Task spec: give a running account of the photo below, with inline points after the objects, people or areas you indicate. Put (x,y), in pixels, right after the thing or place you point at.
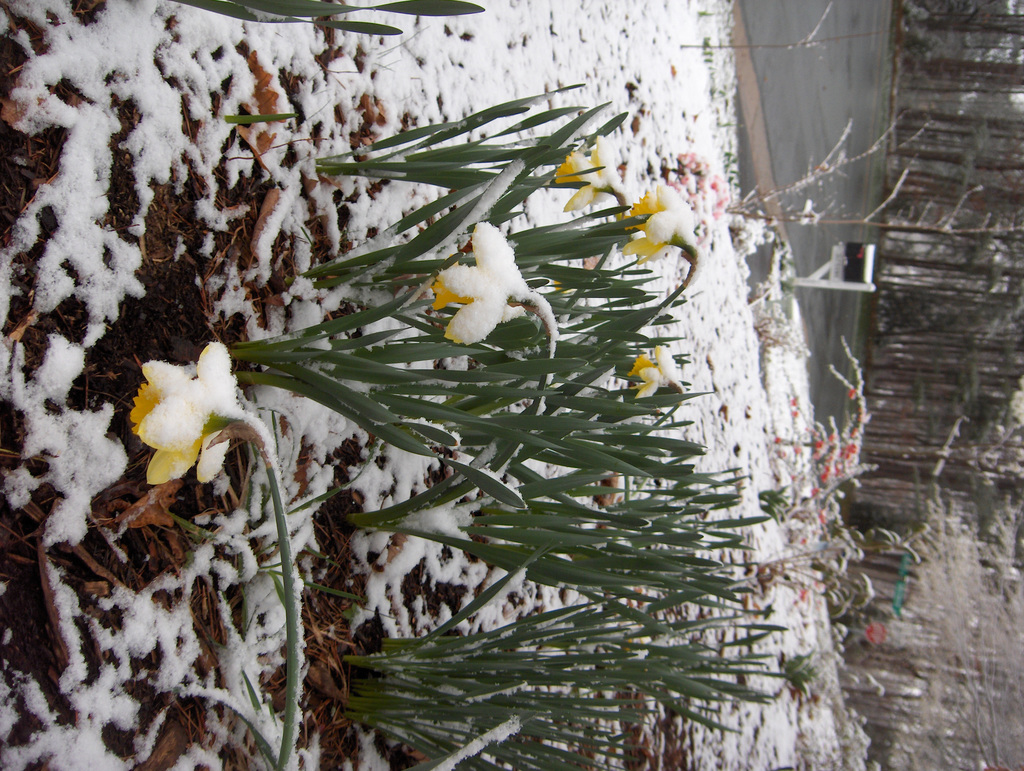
In this picture we can see plants (466,123) with flowers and in the background (642,36) we can see the road (800,142), snow (714,339), trees (954,519) and some objects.
